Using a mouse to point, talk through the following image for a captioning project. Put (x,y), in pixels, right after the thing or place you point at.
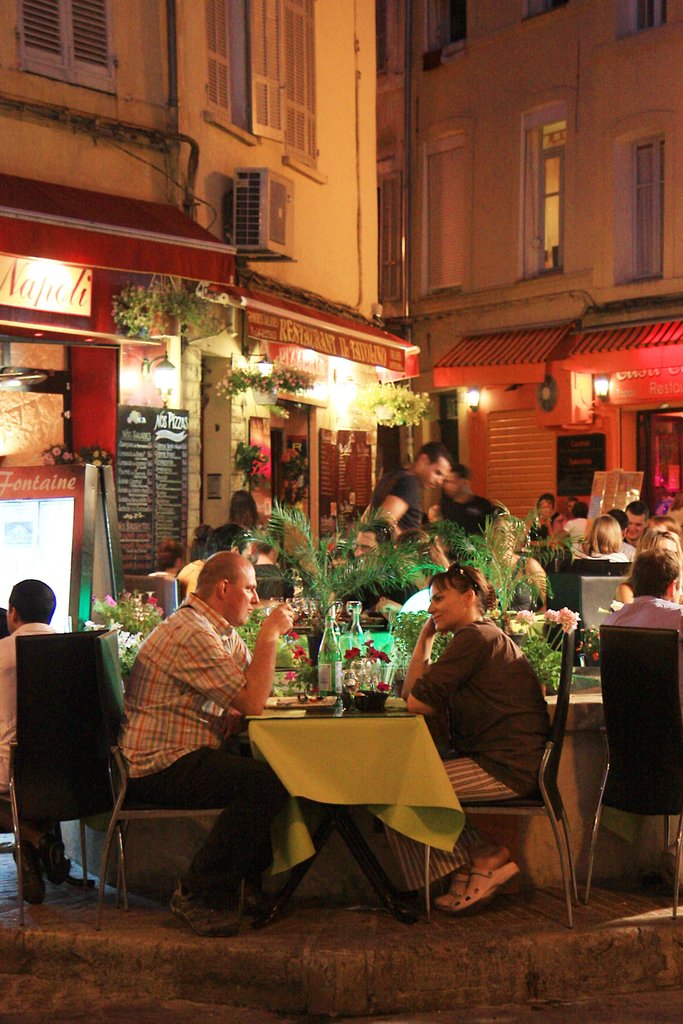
In this picture we can see a group of people (212,648) sitting on chairs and in front of them on table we have bottles (333,676), flowers (349,657), papers (326,704) and some are standing and in the background (327,358) we can see buildings (354,184) with windows (451,249), pipe (410,63), sun shade (368,326), banners (181,420).
